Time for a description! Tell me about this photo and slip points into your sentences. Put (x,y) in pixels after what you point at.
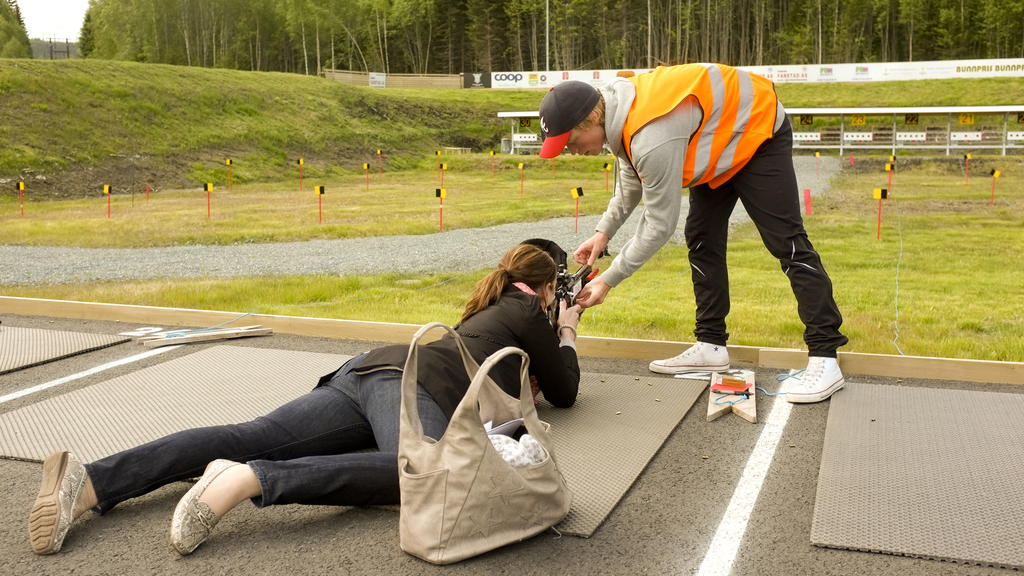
There is a woman (473,337) with black shirt (504,332) and blue jeans (309,417) lying on the floor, this woman (525,262) is holding the gun (572,273). There is a bag (431,511) beside of the woman (396,469). There is a man (637,182) with red and black hat (565,93) and white shoes (687,359) standing right side of the woman (539,288) holding the gun (589,269). There are trees (411,31) at that back (617,27), there is grass (873,259) at the right (903,258) and left and there is sky (50,15) at left top (58,13).
